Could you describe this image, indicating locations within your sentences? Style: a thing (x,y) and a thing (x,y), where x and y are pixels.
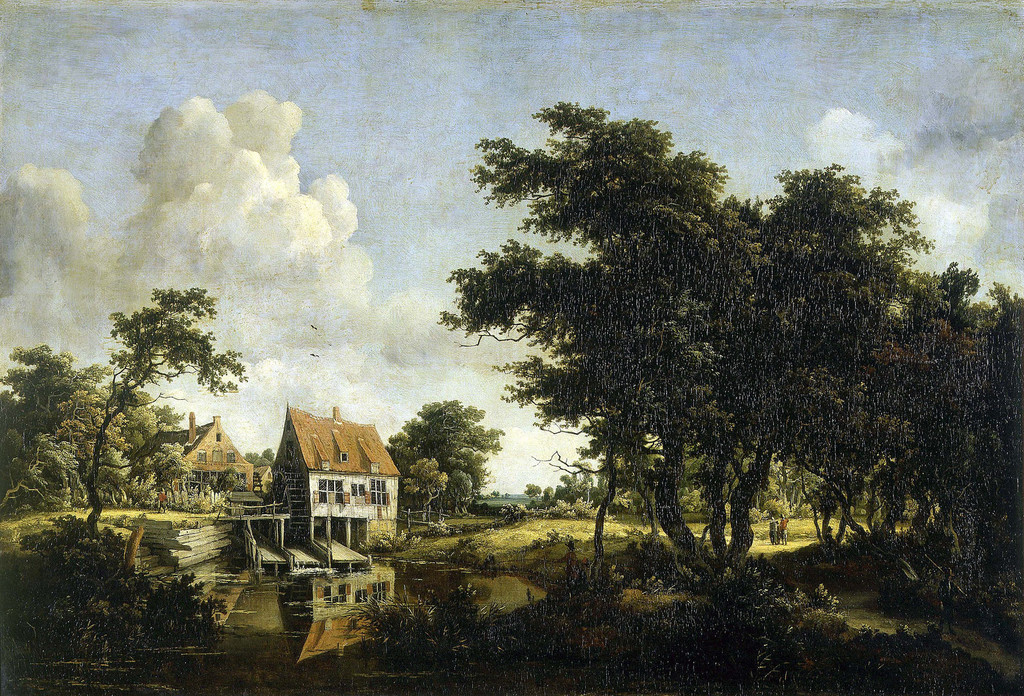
In the image we can see a painting (488,14). In the painting (533,498) we can see some trees (58,381) and houses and there are some clouds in the sky (333,41). At the bottom of the image (56,677) there is water (299,570).
